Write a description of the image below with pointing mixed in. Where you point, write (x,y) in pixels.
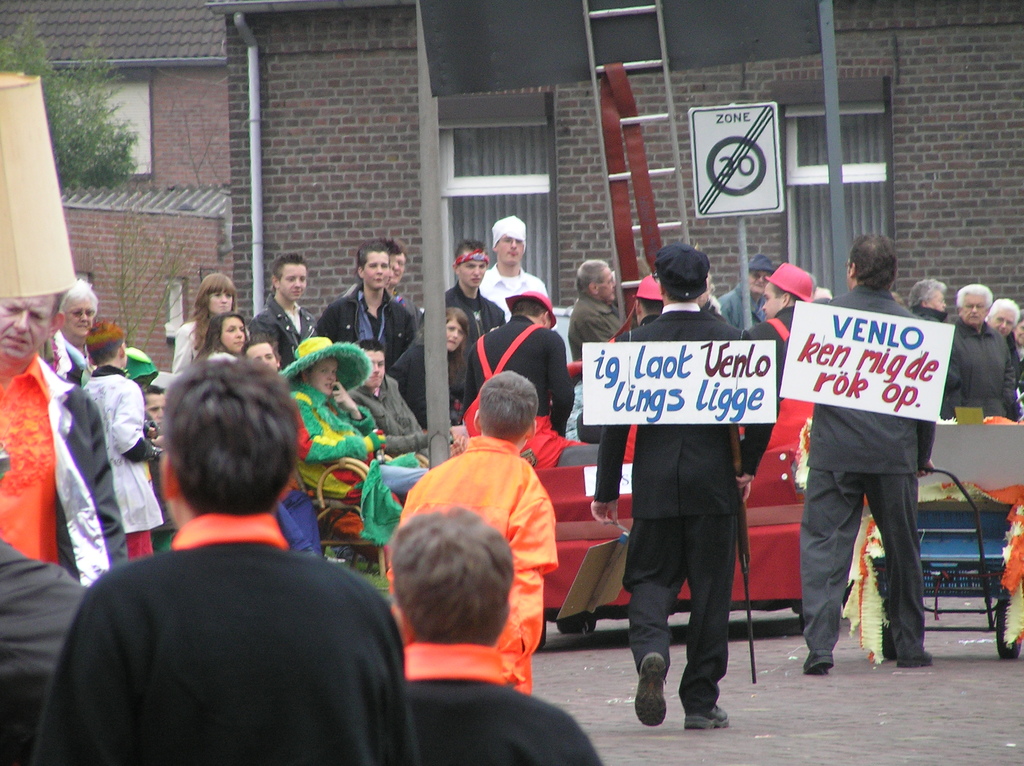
In this image, there are a few buildings (360,134) and people (827,408). We can see the ground (862,737) with some objects (994,640). We can also see a few boards (726,347) with text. We can also see a red colored object (765,553) and a trolley (944,479). We can see a tree (83,180) and an object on the left (32,98). We can see a pole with a signboard (764,125) and a ladder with some cloth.
